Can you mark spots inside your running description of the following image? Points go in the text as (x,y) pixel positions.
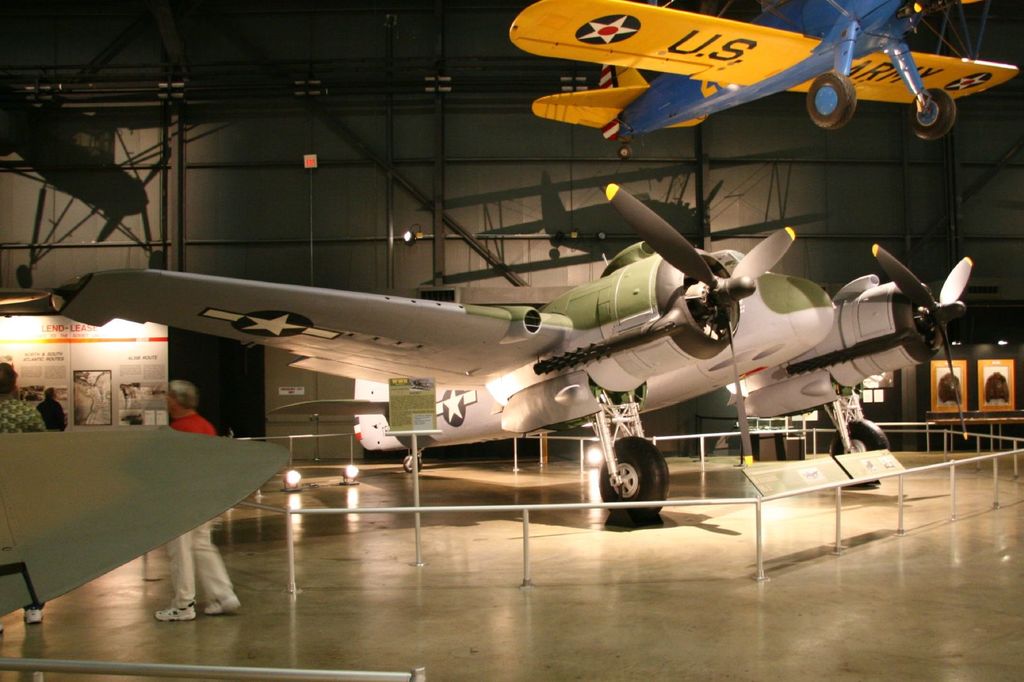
In the picture there is an inside view of the hangar (360,216), we can see there are planes (521,341), there is a plane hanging from the roof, there are lights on the floor (466,461), there are people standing near the fence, on the wall (581,234) there is a board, there is some text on the board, there are lights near the board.
